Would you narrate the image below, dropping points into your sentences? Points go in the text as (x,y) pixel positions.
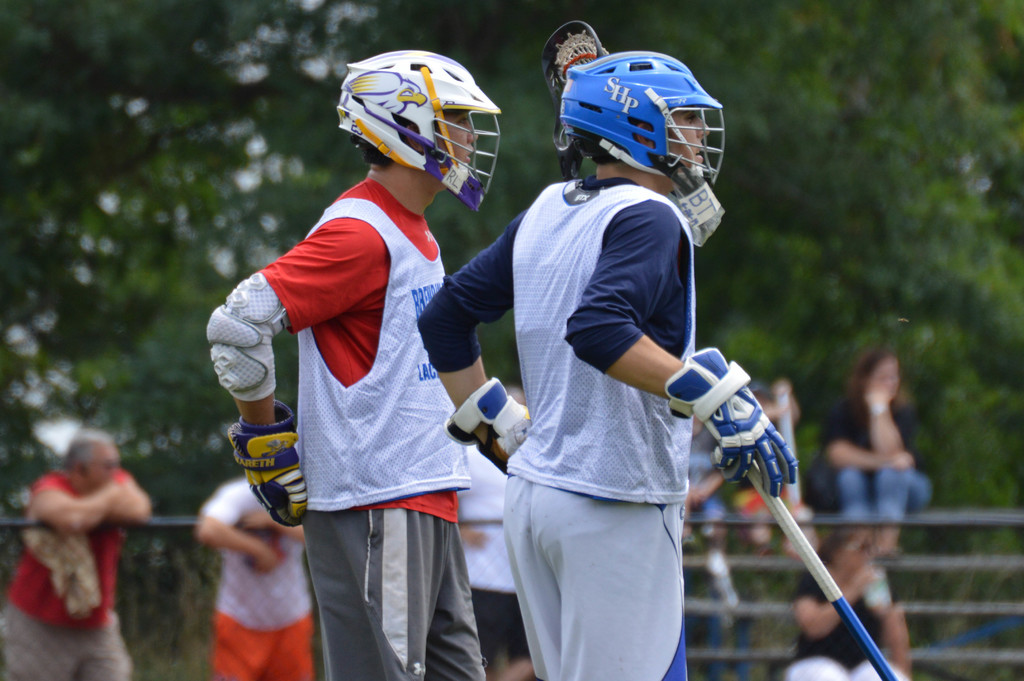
In the center of the image (627,257) we can see two persons (497,393) are standing and wearing helmets (479,186), gloves (517,421) and holding a stick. In the background of the image (886,625) we can see the trees (207,433), mesh (156,606) and some persons (116,680), stairs (951,571).
